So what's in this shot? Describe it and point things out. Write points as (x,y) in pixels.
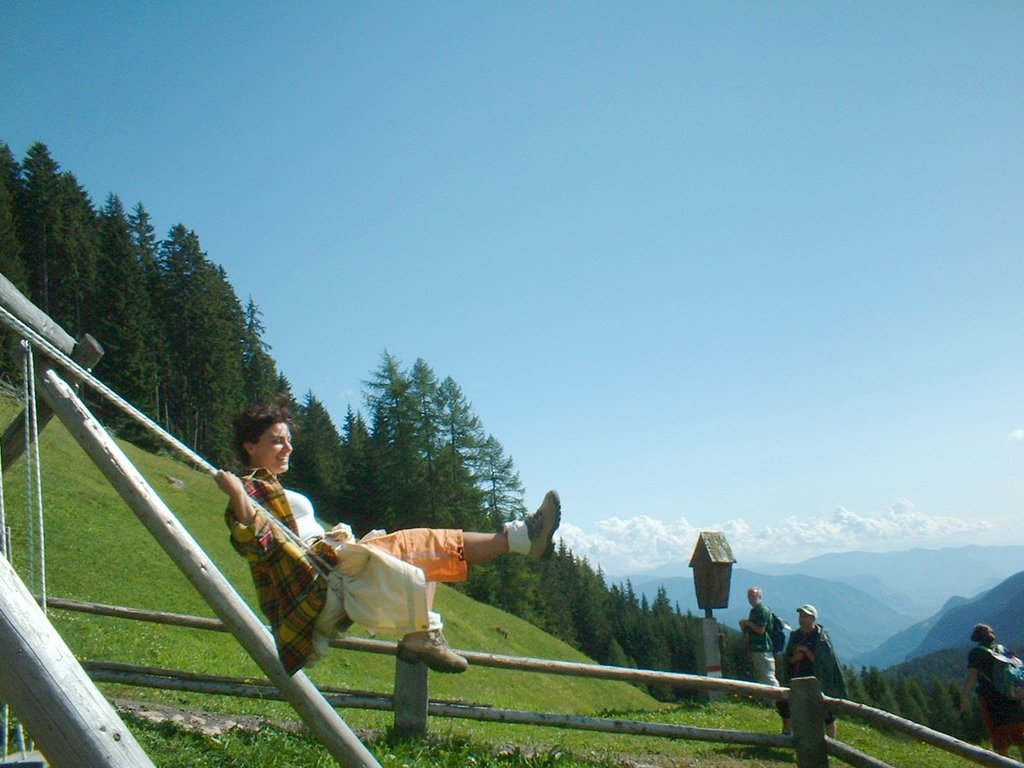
In this image, we can see a lady (380,591) swinging and in the background (471,508), there are trees (725,644) and we can see some people (757,621) and are wearing bags (773,628) and one of them is wearing a cap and there is a fence (778,697) and we can see hills (863,569). At the top (646,193), there are clouds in the sky (695,290) and at the bottom (526,746), there is ground (526,746).
